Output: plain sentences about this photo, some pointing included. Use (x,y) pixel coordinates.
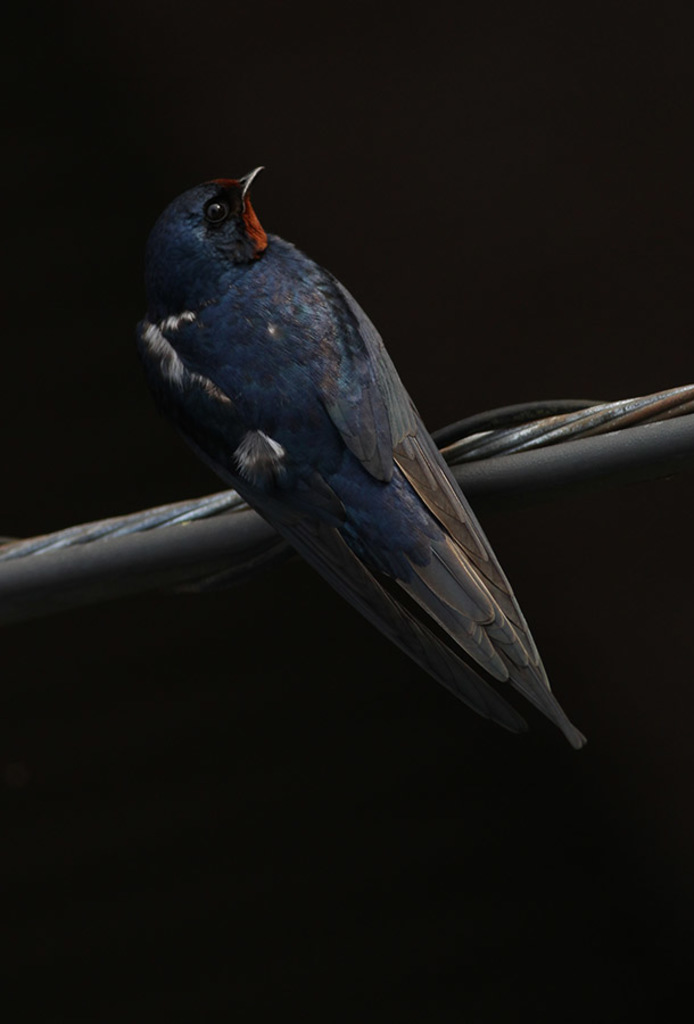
In the center of this picture (364,416) we can see a bird (237,301) seems to be standing on a black color object (4,603). The background of the image (510,142) is very dark.
